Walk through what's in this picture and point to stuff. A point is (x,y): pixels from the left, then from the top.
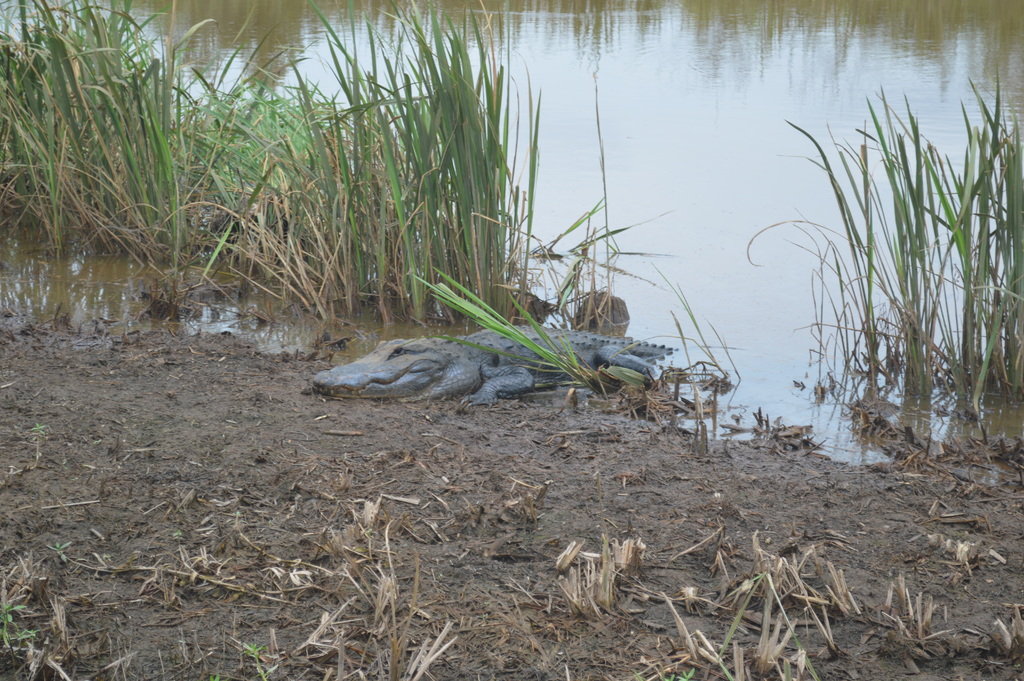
In this image we can see a crocodile (588,342) on the ground (454,432), grass (326,165) and water (698,126).
